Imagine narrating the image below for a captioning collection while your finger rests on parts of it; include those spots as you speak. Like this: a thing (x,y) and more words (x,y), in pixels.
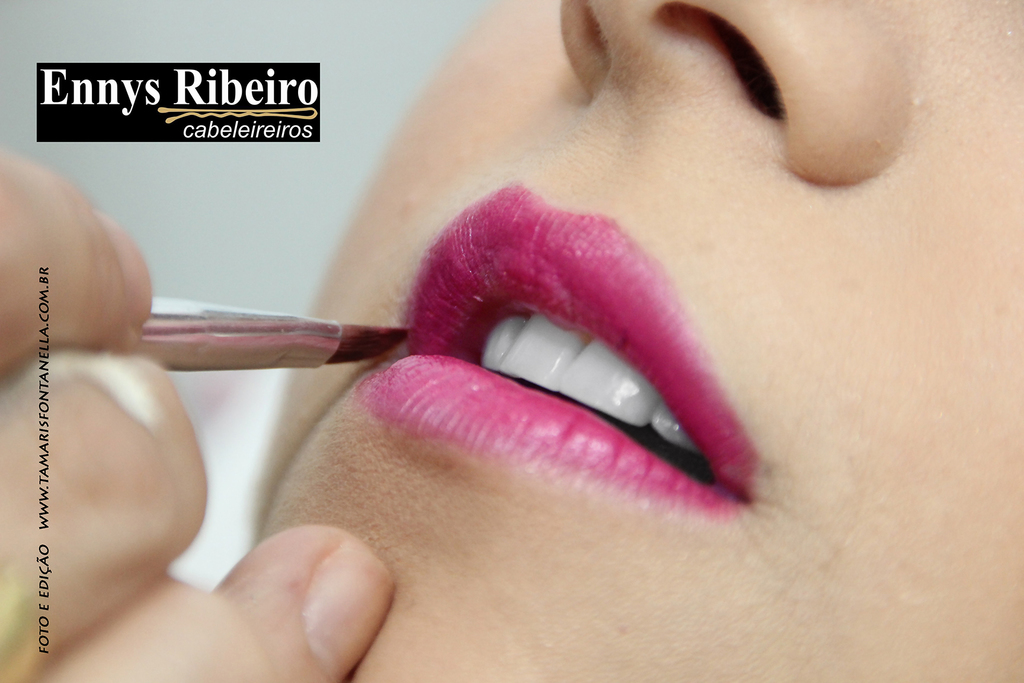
In this image there is a woman's face (614,231) towards the right of the image (695,324), there is a hand (57,563) towards the left of the image (110,451), there is an object (149,317) in the hand (149,313), there is text (153,90) towards the top of the image (165,81), there is text (43,388) towards the left of the image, the background of the image (266,222) is white in color.
